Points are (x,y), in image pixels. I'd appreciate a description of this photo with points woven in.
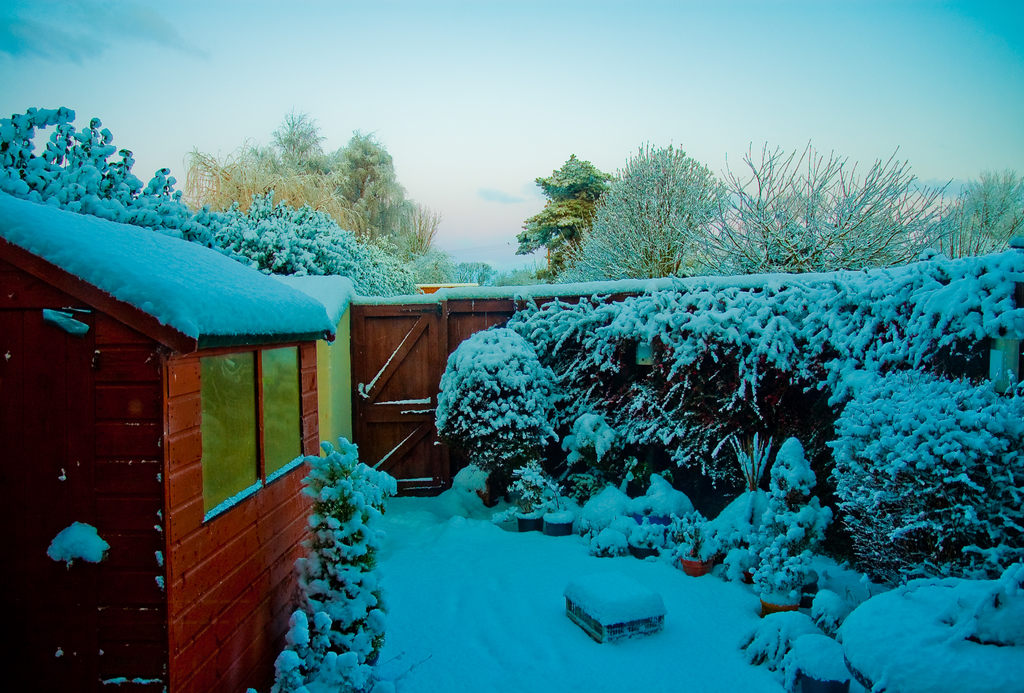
In this image we can see a sky (671,63). There are many trees (708,254) and plants (733,355) in the image. There is a snow (320,308) in the image. There's a house (201,483) in the image. There is a gate (424,331) and the fencing (607,340) in the image. There is an object (610,622) on the ground (574,646).
